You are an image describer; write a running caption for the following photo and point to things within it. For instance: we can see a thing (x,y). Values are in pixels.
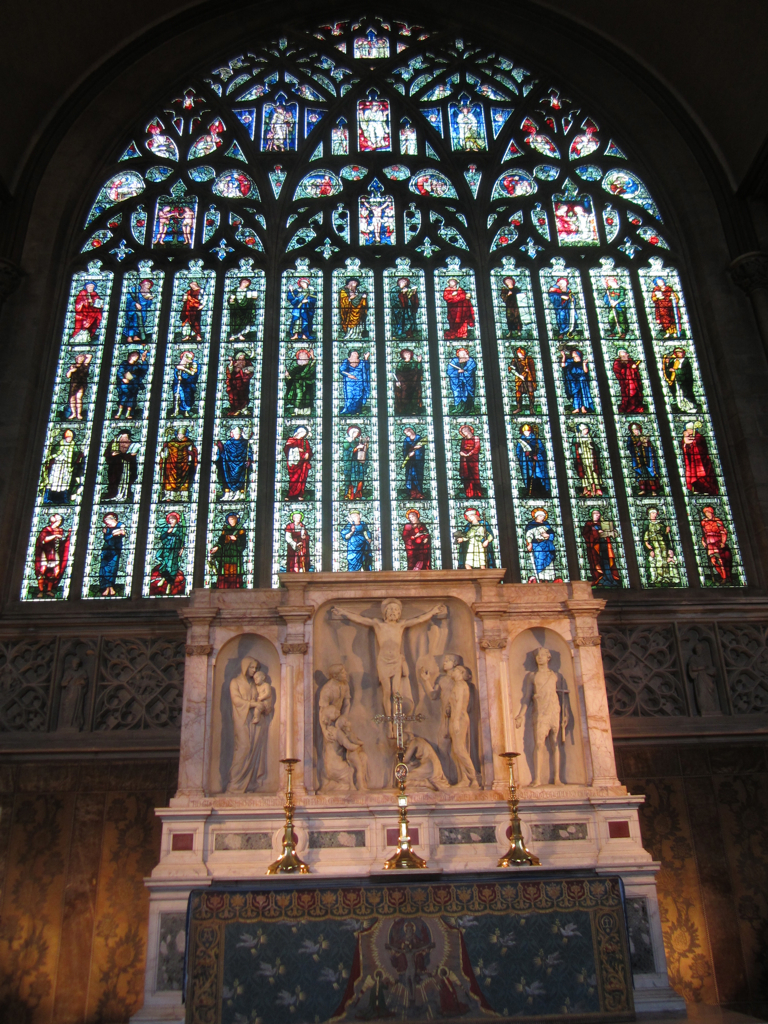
In this picture we can see statues (412,754) and objects (288,839). In the background (67,691) we can see pictures (297,507) on the designed wall (516,334).
